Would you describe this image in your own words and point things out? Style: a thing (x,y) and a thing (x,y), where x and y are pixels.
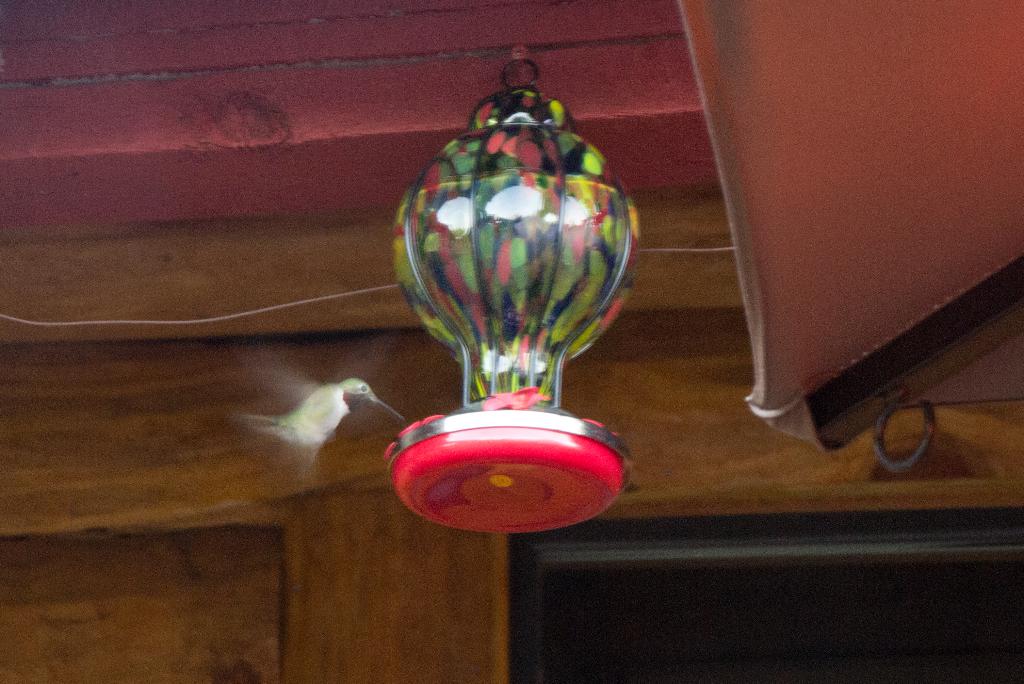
In this picture I can see a colorful thing (441,254) hanged on the ceiling (343,182) and I can see a bird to it. In the background (256,515) I can see the brown color wall (284,652).
